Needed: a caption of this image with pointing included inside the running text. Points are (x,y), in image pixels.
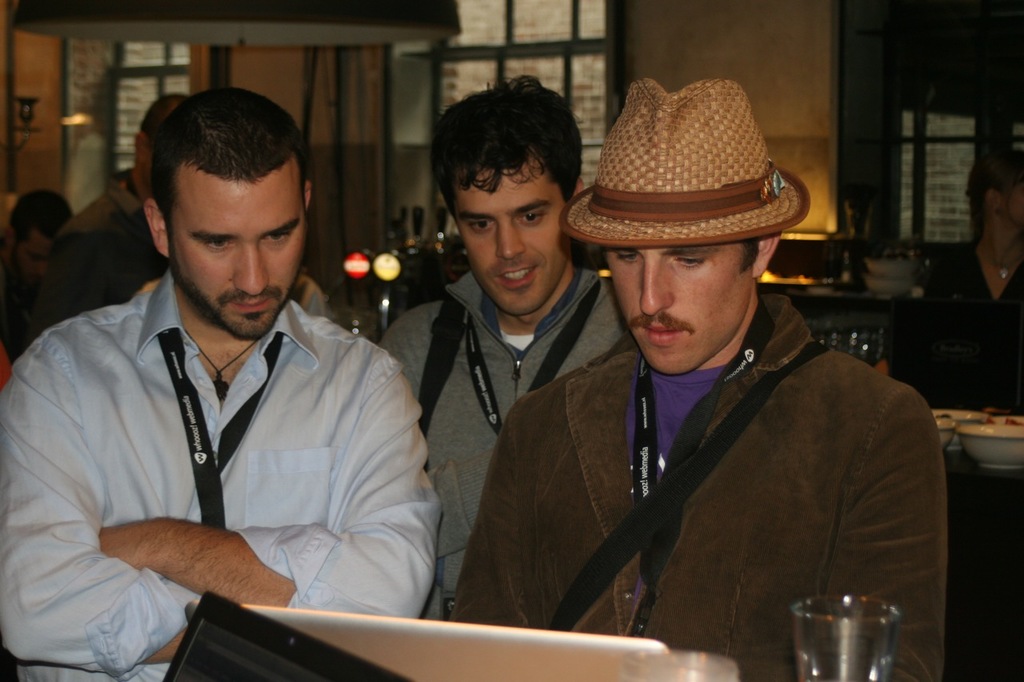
In this image in the front (438,348) there are persons (408,405) looking in the laptop (359,637) which is in front of them and there is a glass (846,651) in the front (845,647). In the background (910,266) there are persons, there are bowls (973,429) which are white in colour and there are lights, windows (551,76) and there is a wall (786,49).
